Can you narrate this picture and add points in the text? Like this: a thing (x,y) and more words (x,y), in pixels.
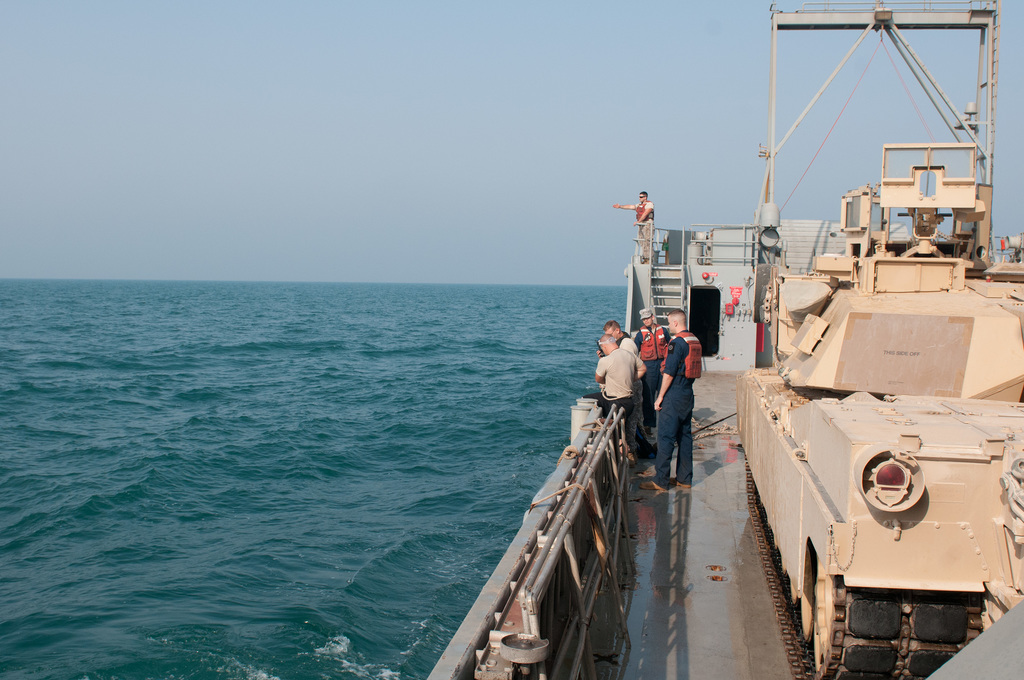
On the right side of the image (683,356) we can see persons (627,361) in a ship (692,476). In the background (323,366) there is water (264,376) and sky (299,207).
